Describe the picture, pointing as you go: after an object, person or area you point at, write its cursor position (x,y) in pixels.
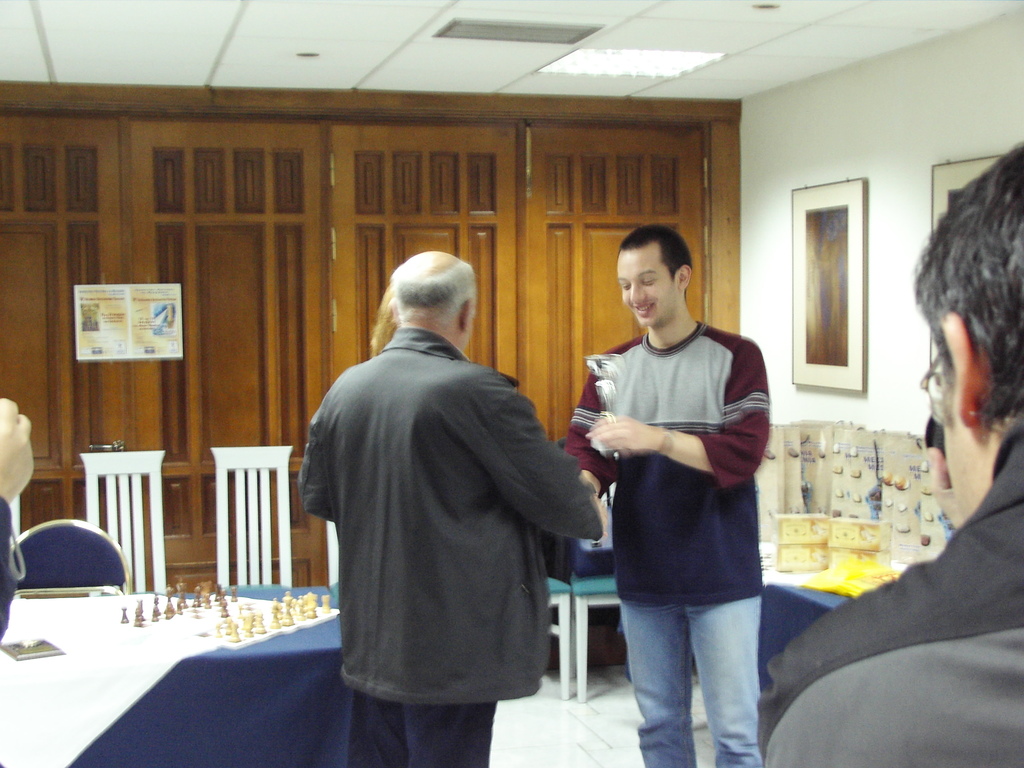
It is a meeting room (587,368), there are some people (429,540) standing and talking, beside the first person (363,613) there is a blue color table (231,659) and there is a chess board (251,609) on the table (244,591), in front of the table (258,597) there is a chair (106,550), in the background (208,309) there are some cupboards (526,161) to the right side (795,139) there is a wall (860,159) and to the wall (880,128) there are photo frames (818,231).
